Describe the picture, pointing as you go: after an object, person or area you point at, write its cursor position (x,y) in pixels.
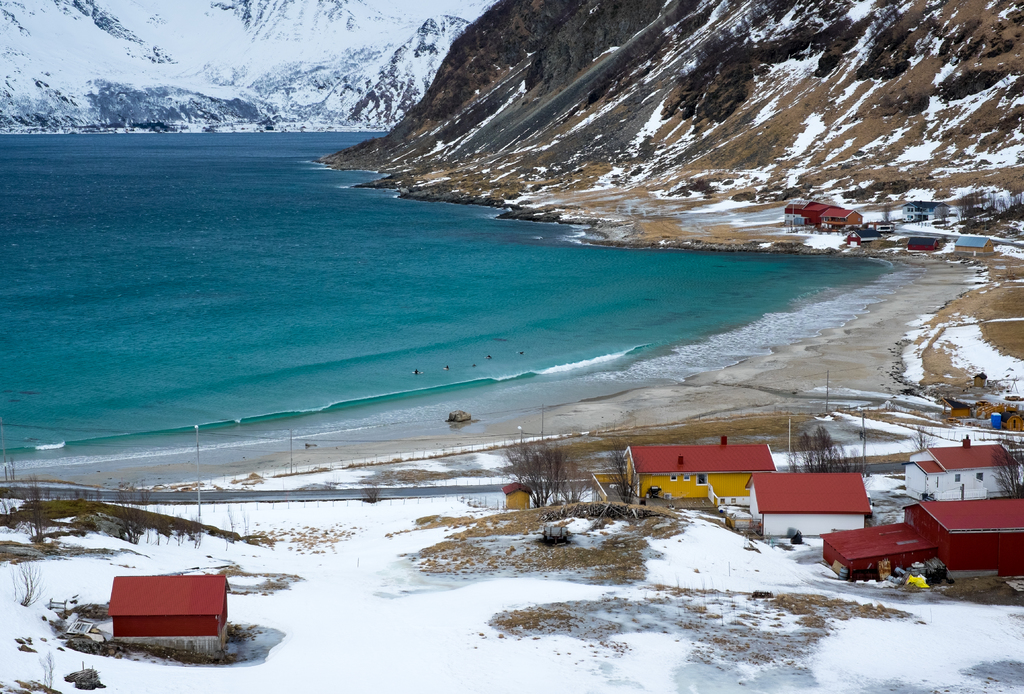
In this image there are houses (788,496) and the land (488,541) is covered with snow (937,644), there is a seashore (749,385), in the background (740,294) there are mountains (534,72) and a sea (198,253).
